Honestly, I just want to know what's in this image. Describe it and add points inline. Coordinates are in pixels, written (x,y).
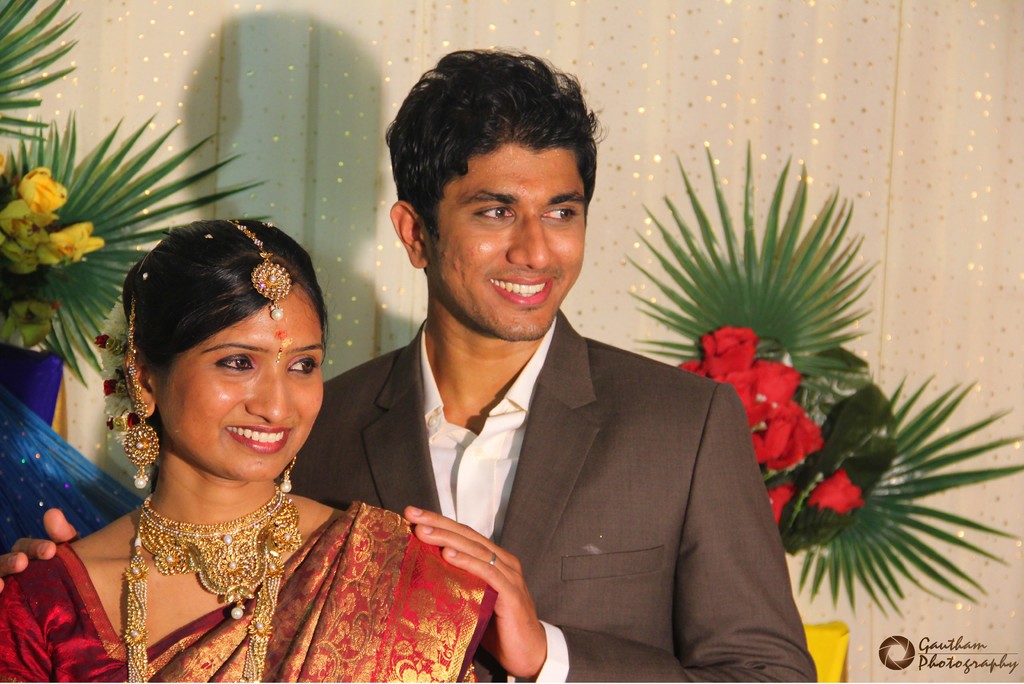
In the foreground (421,357), I can see two persons (519,485). In the background (830,295), I can see bouquets (865,382) on a curtain (880,343), decoration items (736,382) and a logo (929,654). This image is taken, maybe in a hall (235,182).
